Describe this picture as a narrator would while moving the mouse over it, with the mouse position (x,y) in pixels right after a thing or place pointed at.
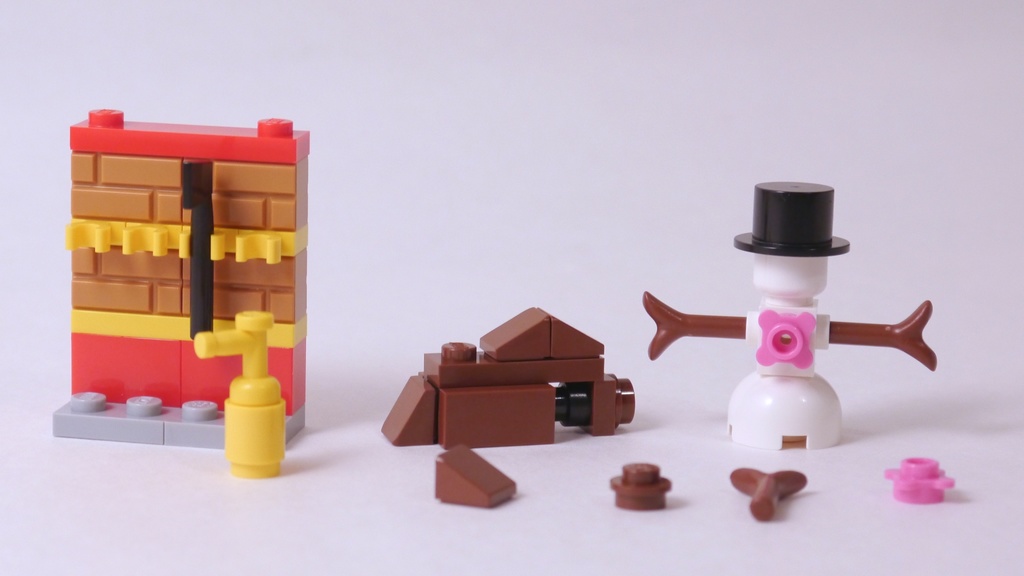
In this image we can see some toys (693,319) which are placed on the surface (491,463).
